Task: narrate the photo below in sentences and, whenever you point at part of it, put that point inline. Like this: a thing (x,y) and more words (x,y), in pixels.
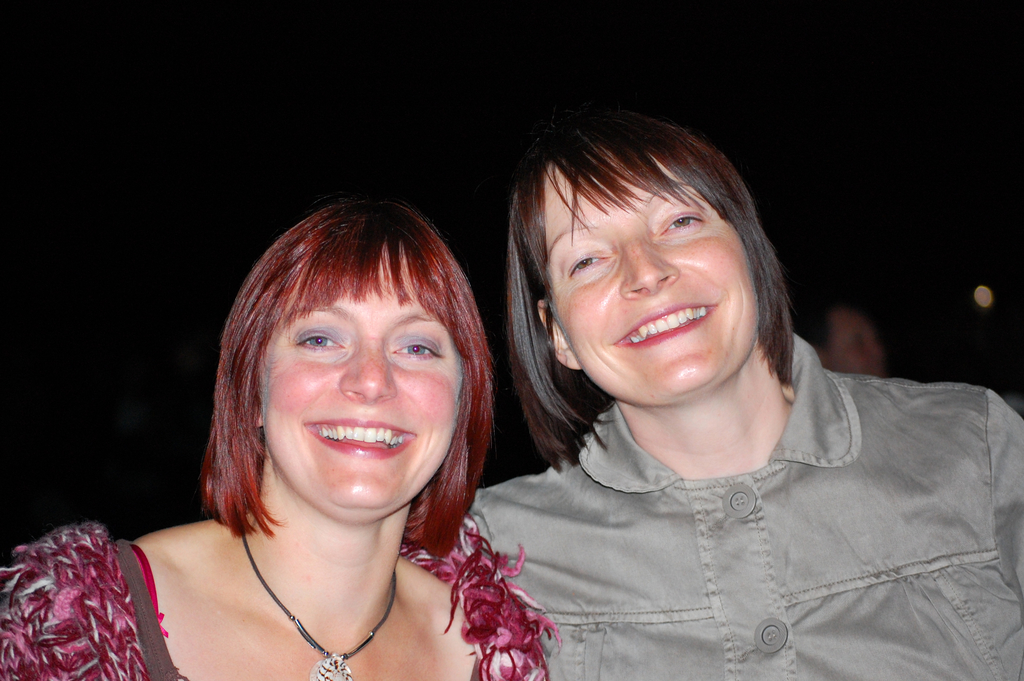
In this picture I can see the two persons (572,635) in the middle (569,449), they are smiling, on the right side (850,372) I can see other person (856,322) with blur.
